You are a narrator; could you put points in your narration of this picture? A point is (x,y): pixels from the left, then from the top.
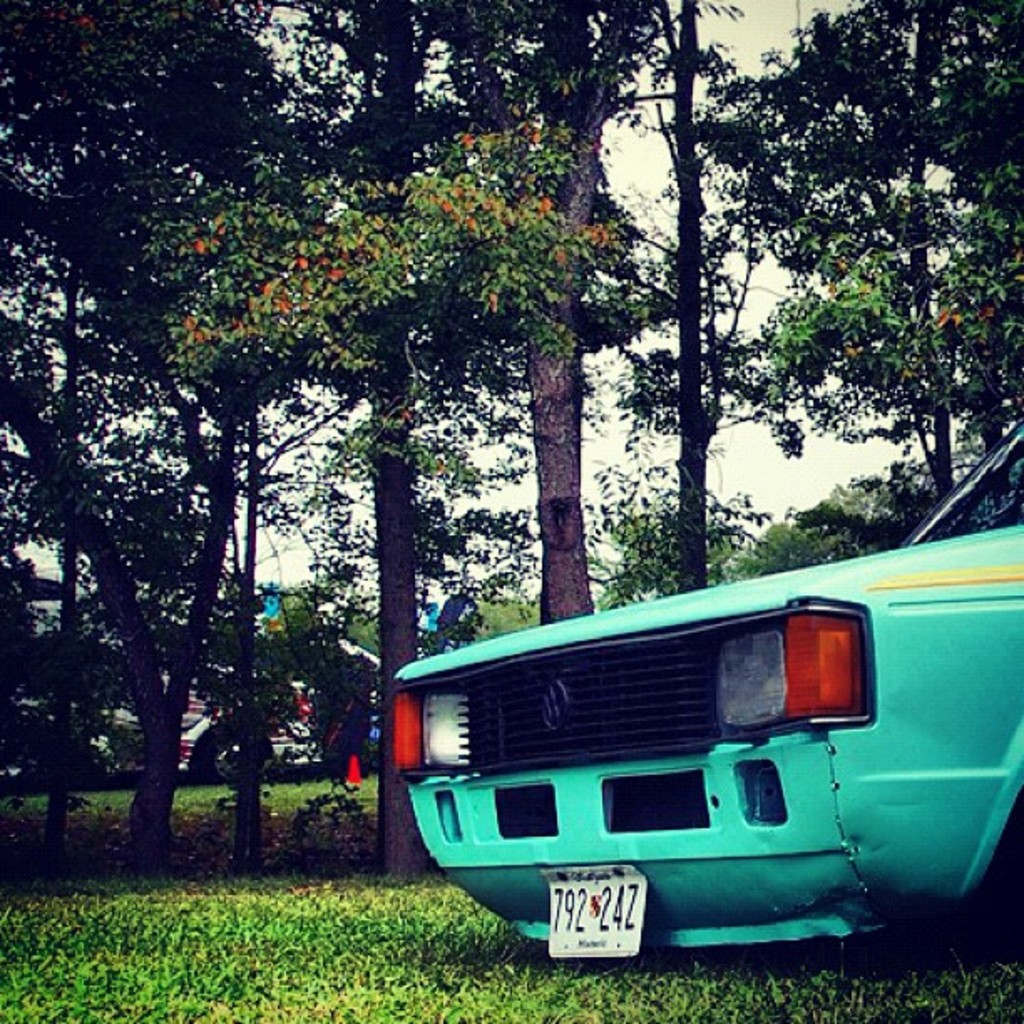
In this image I can see a car (791,869) on the right (918,815). There is grass (150,899) and trees (55,720) and there are vehicles (308,713) at the back (320,760).
